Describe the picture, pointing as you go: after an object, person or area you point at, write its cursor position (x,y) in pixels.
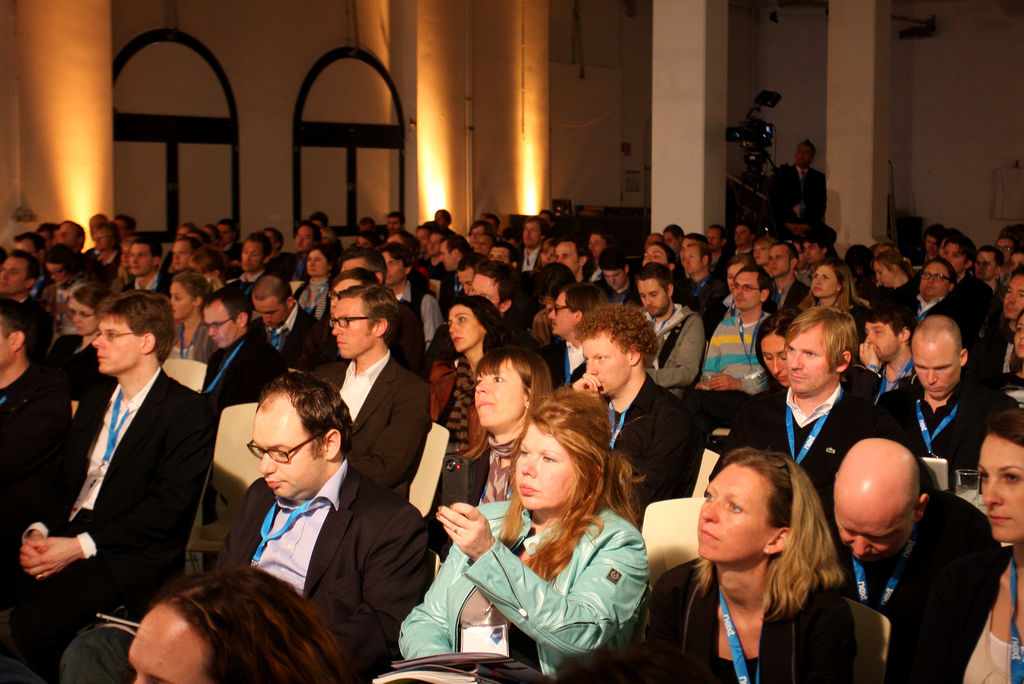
In this picture I can see a group of people (505,432) sitting on the chairs (235,456), they are wearing the ID cards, in the background (269,53) there are walls (606,139) and lights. On the right side (799,168) a man (804,208) is standing near the camera.
